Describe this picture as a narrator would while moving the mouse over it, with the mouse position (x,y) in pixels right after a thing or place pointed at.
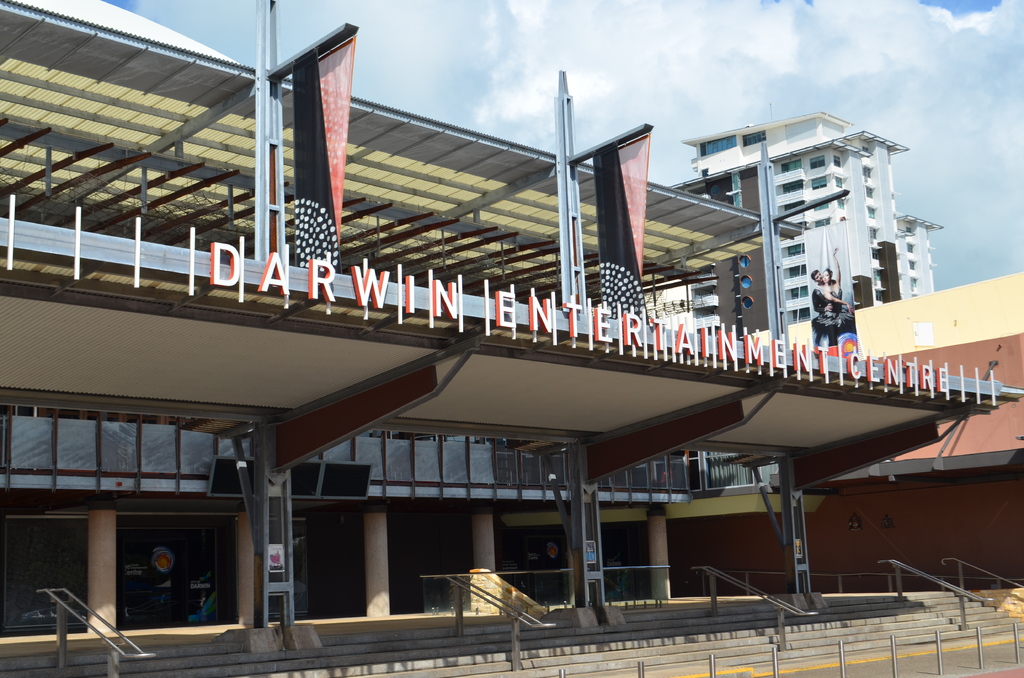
In this image, we can see buildings (682,297). There are steps (658,612) at the bottom of the image (508,649). There is a banner (824,310) on the right side of the image (847,333). There are clouds (678,27) in the sky (822,14).
